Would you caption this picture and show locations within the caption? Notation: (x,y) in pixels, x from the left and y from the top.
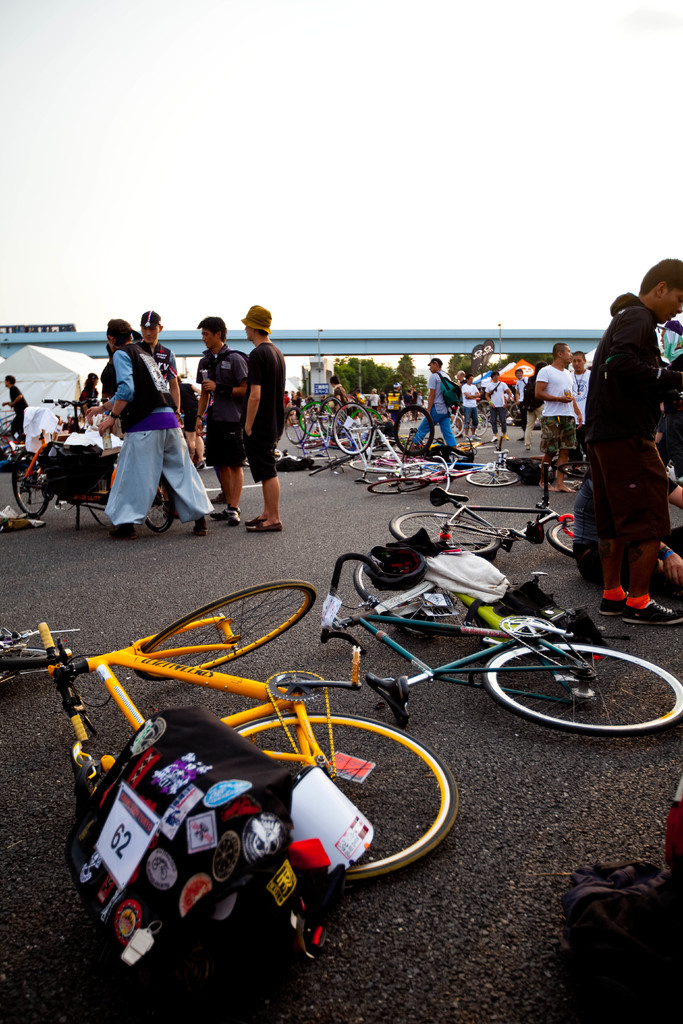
Here in this picture we can see bicycles (159,504) present on the road (354,507) all over there and we can see people (152,409) standing and walking on the road (554,485) here and there and we can see some of them are wearing caps (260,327) and hats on them and in the far we can see sheds (48,362) and plants (356,378) and a bridge (375,351) present over there.
